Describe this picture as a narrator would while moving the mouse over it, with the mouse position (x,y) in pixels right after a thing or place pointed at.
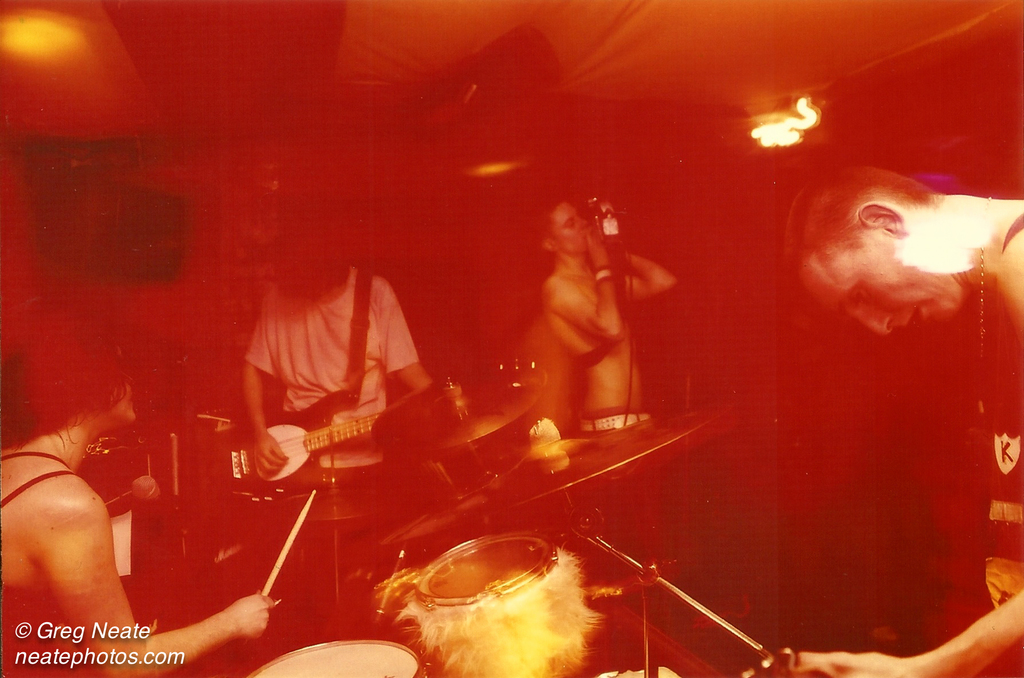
As we can see in the image, there are four people (996,527), some playing different types of musical instruments (282,433).
